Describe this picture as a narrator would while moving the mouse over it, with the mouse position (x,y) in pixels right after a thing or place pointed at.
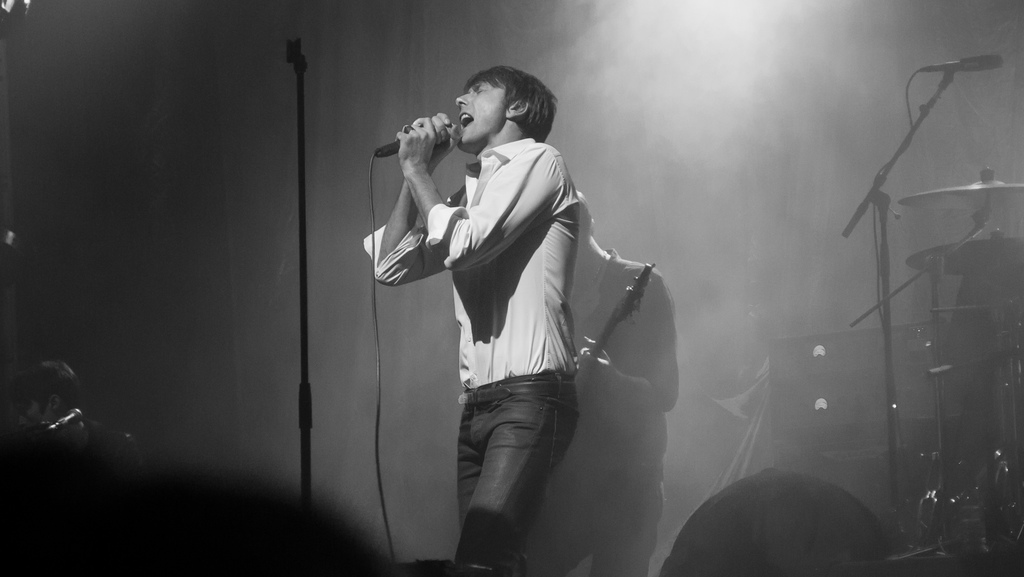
In this picture we can see man (428,243) holding mic (445,137) in his hand (428,157) and singing and at back of him other person (626,328) playing guitar (632,297) and beside to them we can see drums (935,322) and it is dark.
